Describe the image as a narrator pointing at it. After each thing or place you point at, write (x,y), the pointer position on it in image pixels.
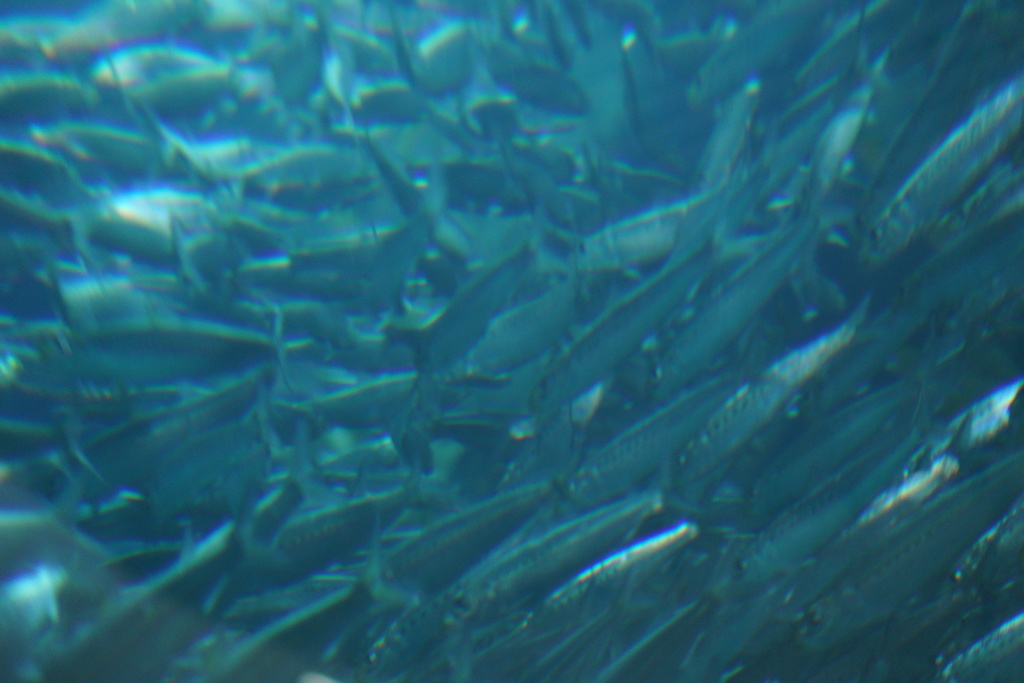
In the given image i can see a fishes (524,325) and water (677,642).
